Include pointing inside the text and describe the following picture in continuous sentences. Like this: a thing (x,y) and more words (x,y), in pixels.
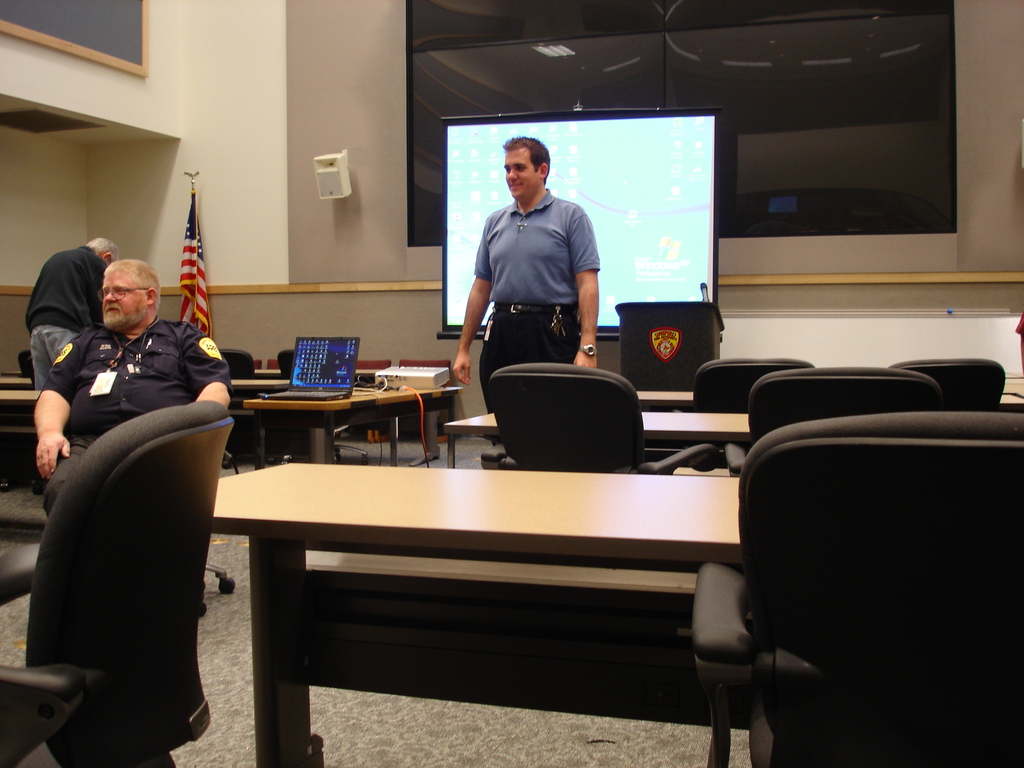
In this image I can see three men (94,435) where a man (54,460) is sitting on a chair (173,445) and rest both are standing. In the background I can see a laptop (334,378), a flag (197,309) and a screen (530,130). I can also see few more chairs (605,449) and tables (398,693).
